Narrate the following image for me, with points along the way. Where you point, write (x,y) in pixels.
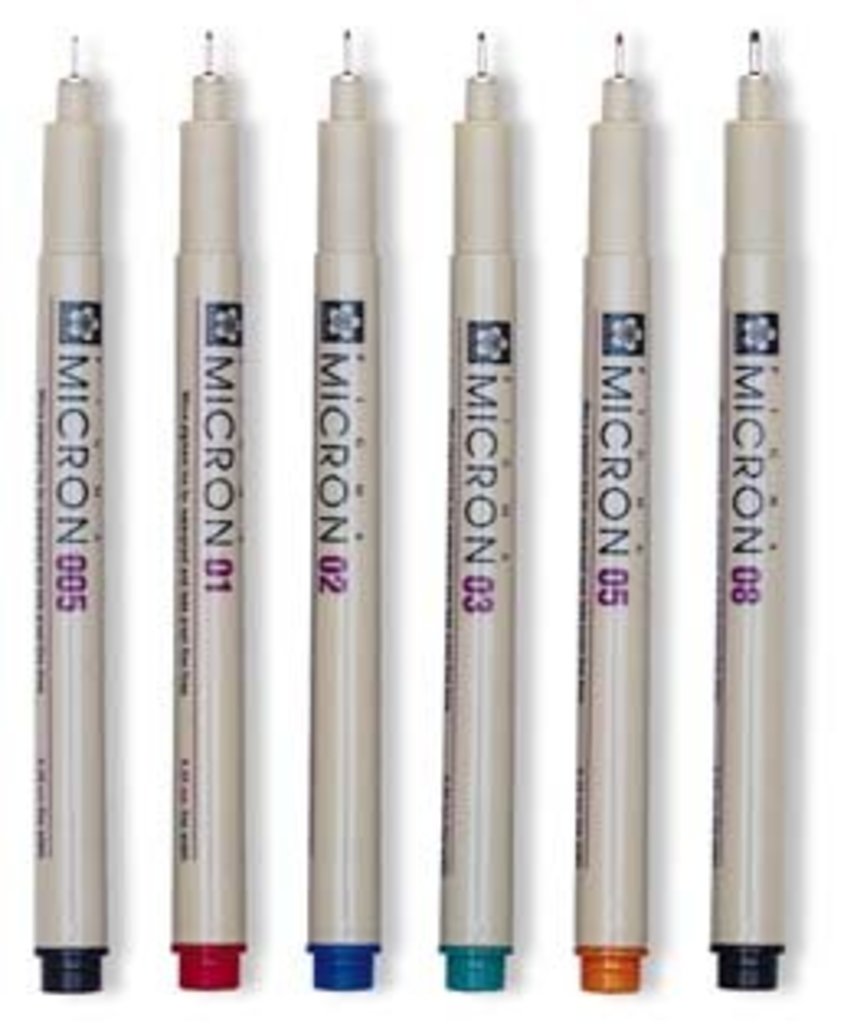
In this image I can see six pens (773,639) they are in different colors and I can see white color background (390,250).
